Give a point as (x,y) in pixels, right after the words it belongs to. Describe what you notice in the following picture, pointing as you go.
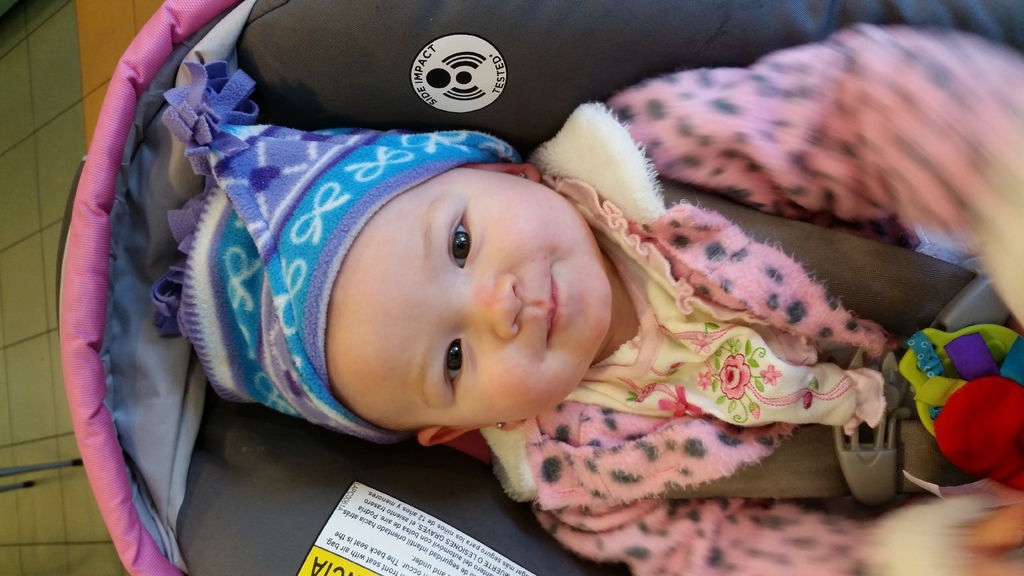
In this image we can see a baby (493,366) lying in a baby carrier (847,268). On the left side (54,467) we can see some poles (40,470) on the floor (37,344).
